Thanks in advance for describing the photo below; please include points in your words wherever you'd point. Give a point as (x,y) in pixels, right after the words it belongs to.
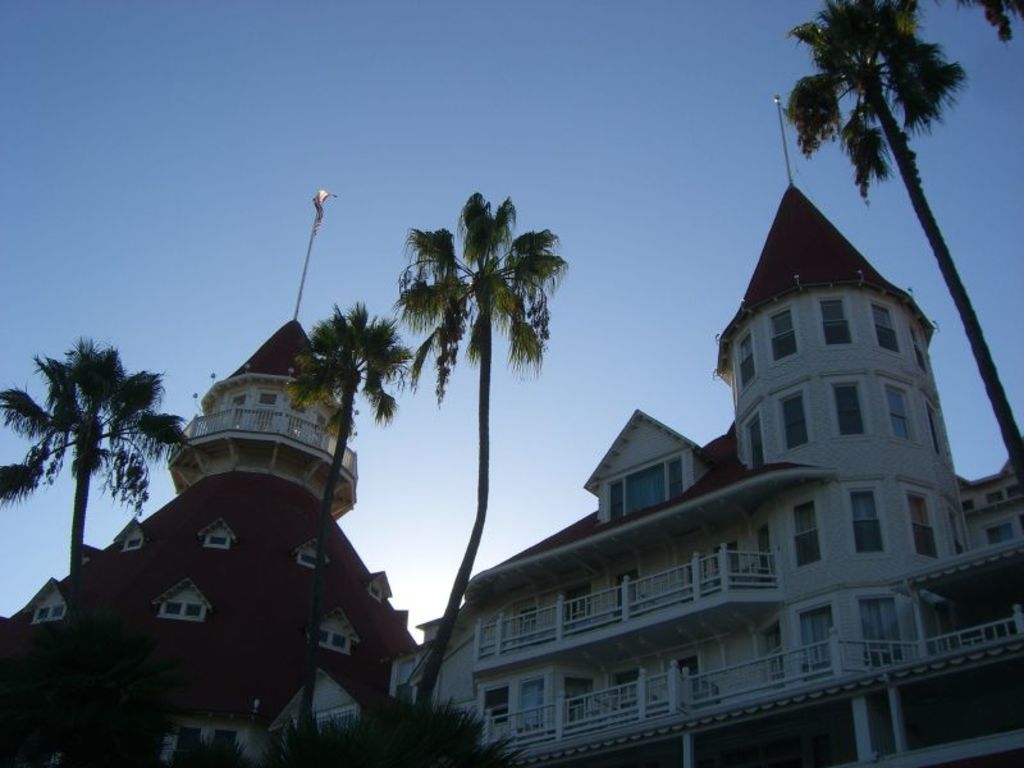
In this image there are trees (155,658), in the background (584,583) there is a palace (582,535) and the sky (998,303).
